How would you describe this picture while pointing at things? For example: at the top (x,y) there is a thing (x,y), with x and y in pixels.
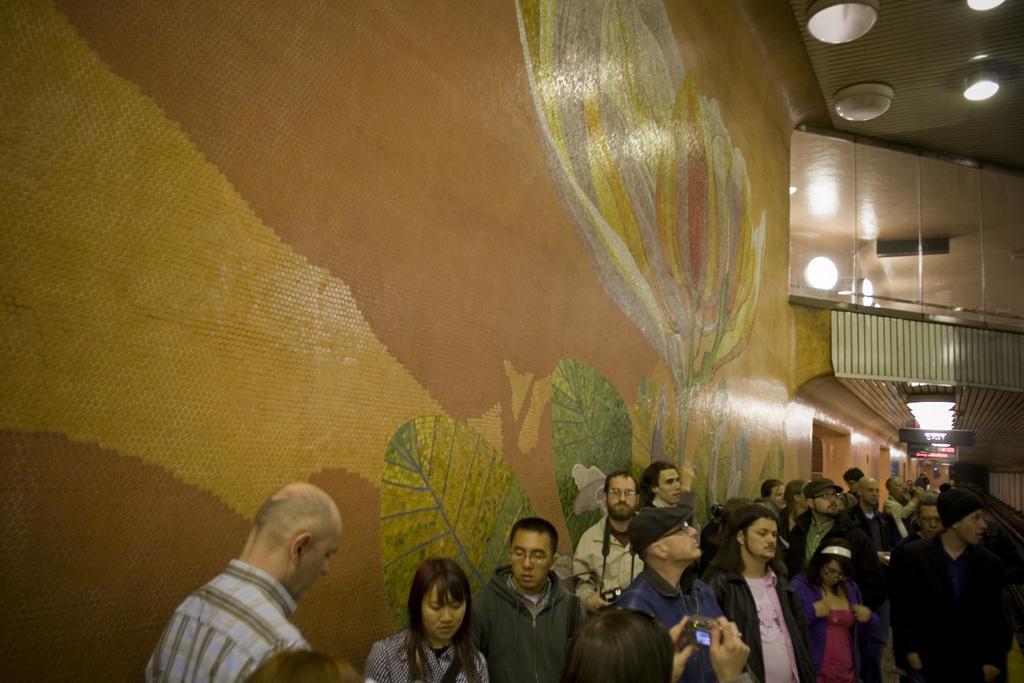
In this image there is a crowd (817,614), beside the crowd (746,590) there is a big wall (841,398) to that wall (864,467) there are doors (848,466), in the background (941,436) there are screens (927,437).
